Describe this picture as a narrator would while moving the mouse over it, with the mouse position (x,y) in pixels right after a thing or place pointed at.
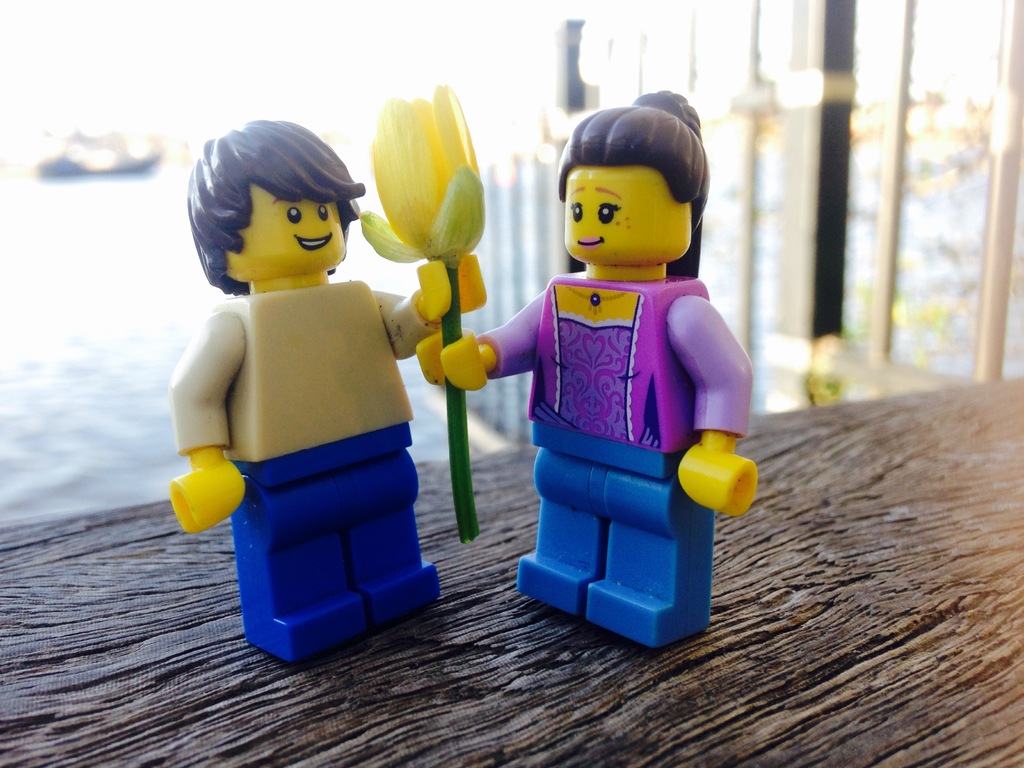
In this image we can see two toys (656,498) holding a yellow flower (421,245) on the table (850,667), some poles (577,80), some objects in the background (823,248) and the background (793,230) is blurred.
